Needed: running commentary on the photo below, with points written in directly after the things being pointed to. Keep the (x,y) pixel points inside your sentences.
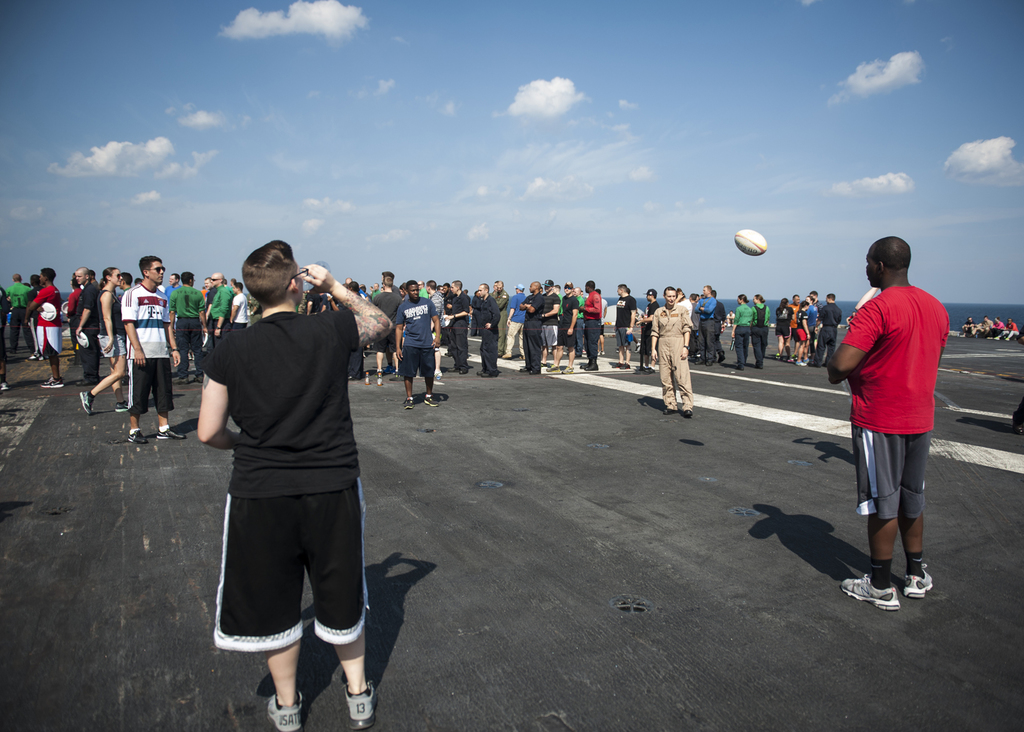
In this picture there is a group of people (164,302) standing on the deck (188,415). in the front (292,442) we can see two men (933,403), standing and playing the rugby game. Above there is a sky (741,261) and clouds (860,74).
